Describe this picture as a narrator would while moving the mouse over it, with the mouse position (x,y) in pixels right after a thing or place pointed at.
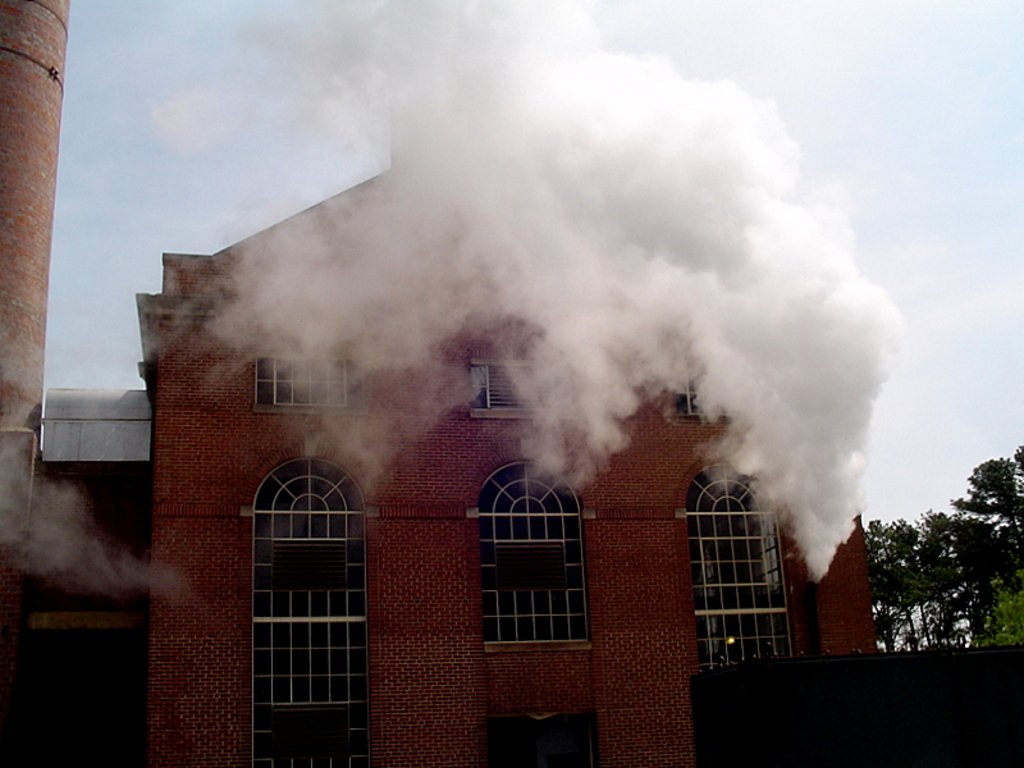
In this image I can see a red colour building (527,475) and the smoke (550,355) in the front (540,196). On the right side of the image (901,545) I can see few trees (1010,572). In the background (187,188) I can see clouds (221,108) and the sky (947,185).
